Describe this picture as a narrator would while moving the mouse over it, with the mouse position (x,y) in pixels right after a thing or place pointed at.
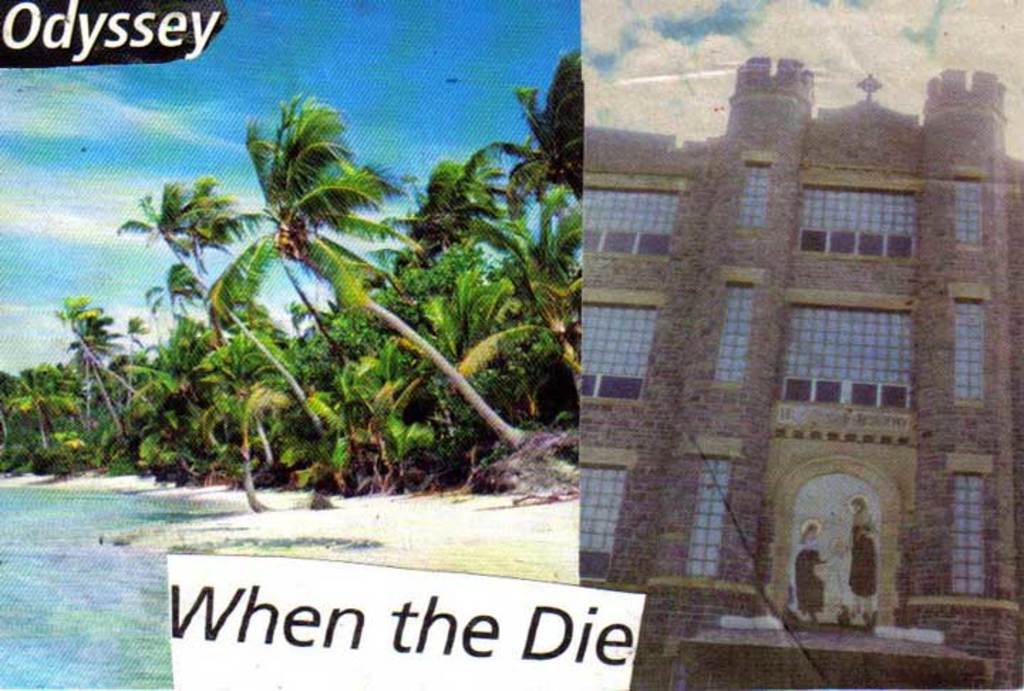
This is a collage image. There are trees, water (57,641). To the right side of the image (720,538) there is a building (896,308). At the bottom of the image (397,592) there is text (233,602).
